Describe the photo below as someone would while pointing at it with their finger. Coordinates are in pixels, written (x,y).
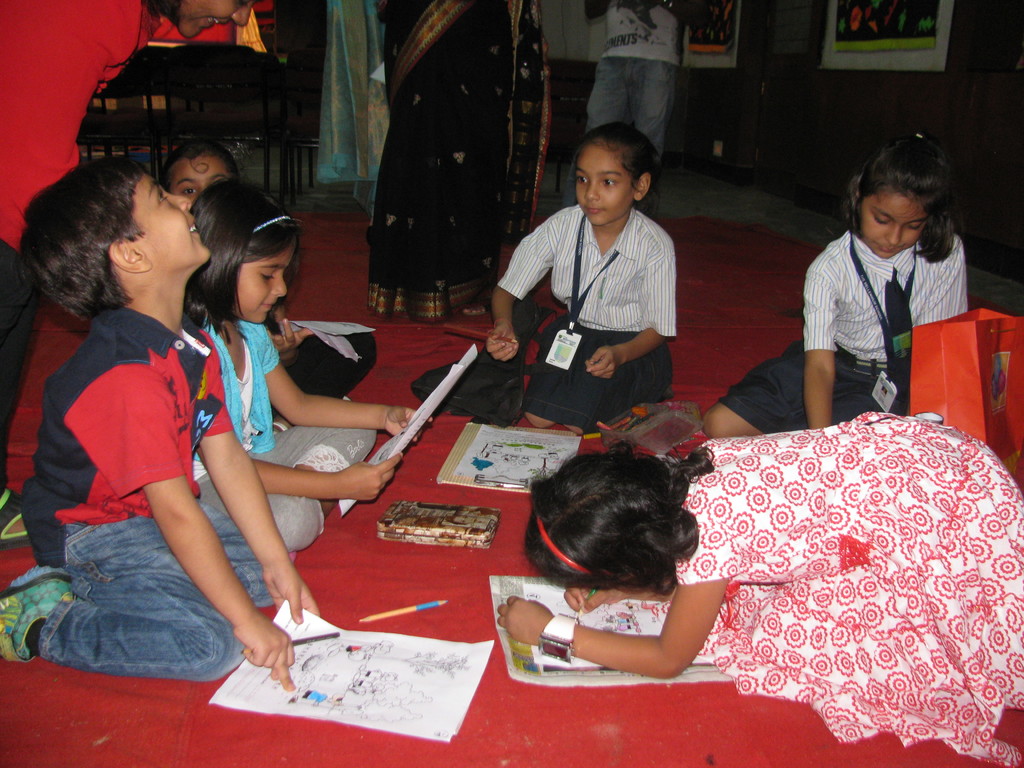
In this picture there is a boy (162,272) who is wearing a red shirt (105,438), jeans (116,608) and he is holding a paper (296,625). Beside him there is a girl (273,391) who is wearing a blue top (267,443) and grey pants (288,444). She is also holding the papers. On the right (927,549) there is a girl (742,441) who is wearing red and white color dress (852,583). She is lying and designing something on the paper (633,623). Beside her we can see the person (923,295) who is wearing a white t-shirt (857,321) and shorts (769,396), beside her there is a red bag (997,350). In the background (474,8) we can see the woman (420,48) who is wearing saree (510,97) and standing on the red carpet (422,321). At the top (606,86) there is a person (633,93) who is standing near to the wall (797,111). On the wall (821,56) we can see the paintings (706,50). in front of the children (347,471) we can see the pad (553,657), papers (540,588), pencils (383,614) and box (443,535).
